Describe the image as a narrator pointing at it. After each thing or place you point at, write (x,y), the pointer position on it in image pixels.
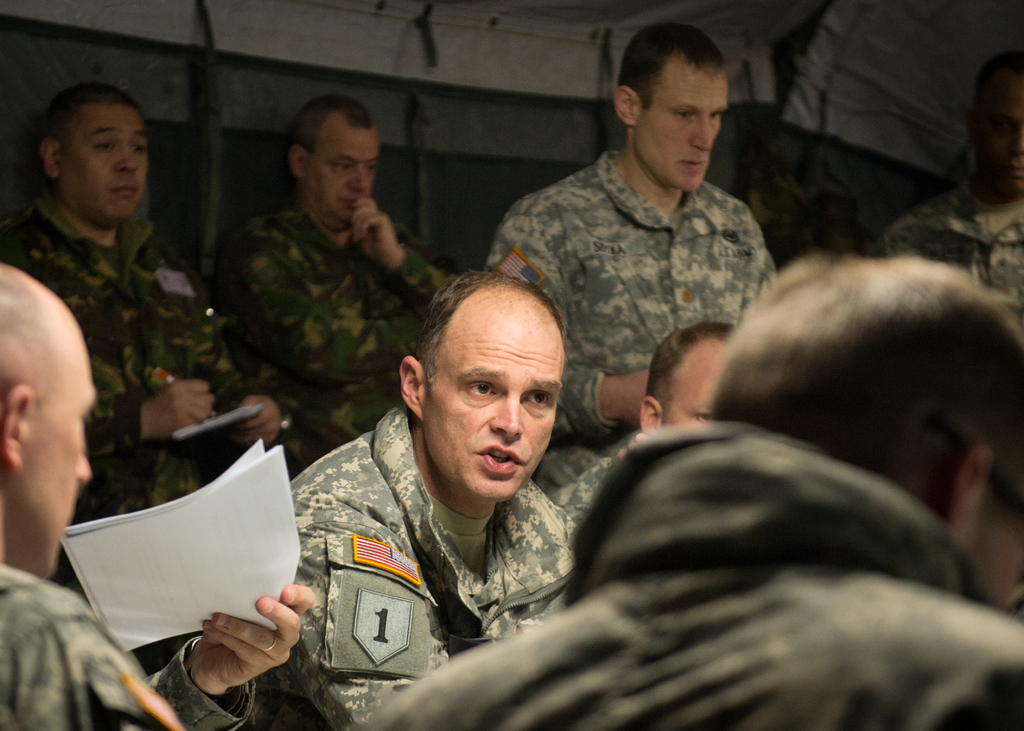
In this image we can see a group of people (857,641), some people (933,633) are sitting. On the left side of the image (265,638) we can see a hand (227,658) of a person (227,658) holding paper (243,597) and a person (122,239) standing is holding a pen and paper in his hands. At the top of the image (482,27) we can see the tent (586,56).
